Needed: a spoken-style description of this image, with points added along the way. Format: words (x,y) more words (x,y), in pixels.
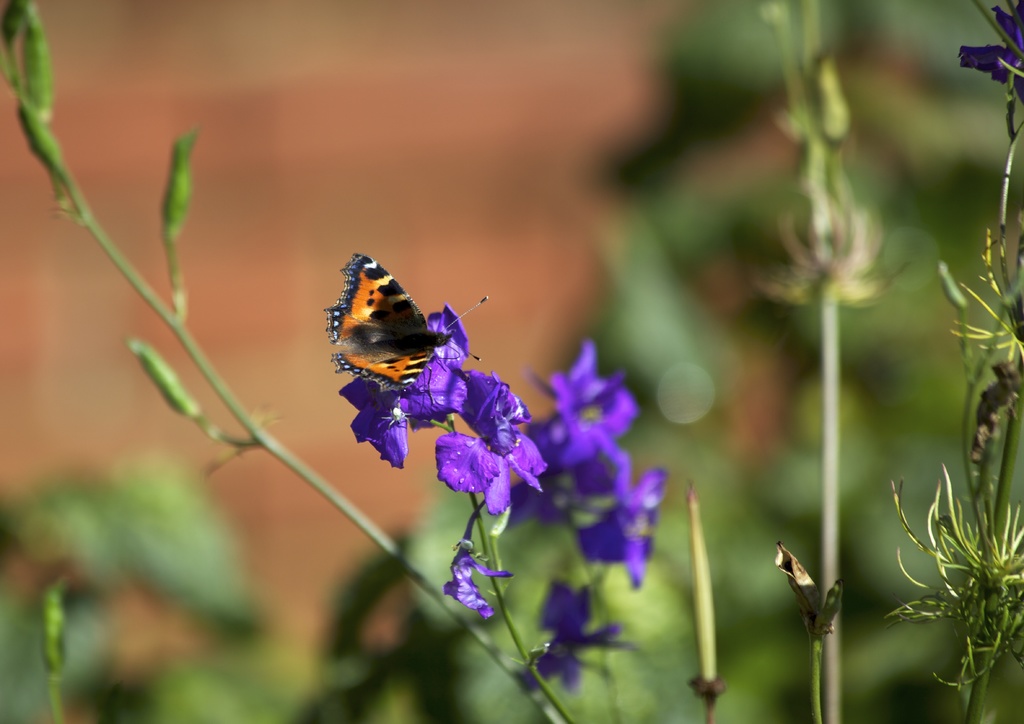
In this picture we can see a butterfly (352,363) on purple flowers (483,396) and in the background (863,120) we can see trees (931,157) and it is blurry.
